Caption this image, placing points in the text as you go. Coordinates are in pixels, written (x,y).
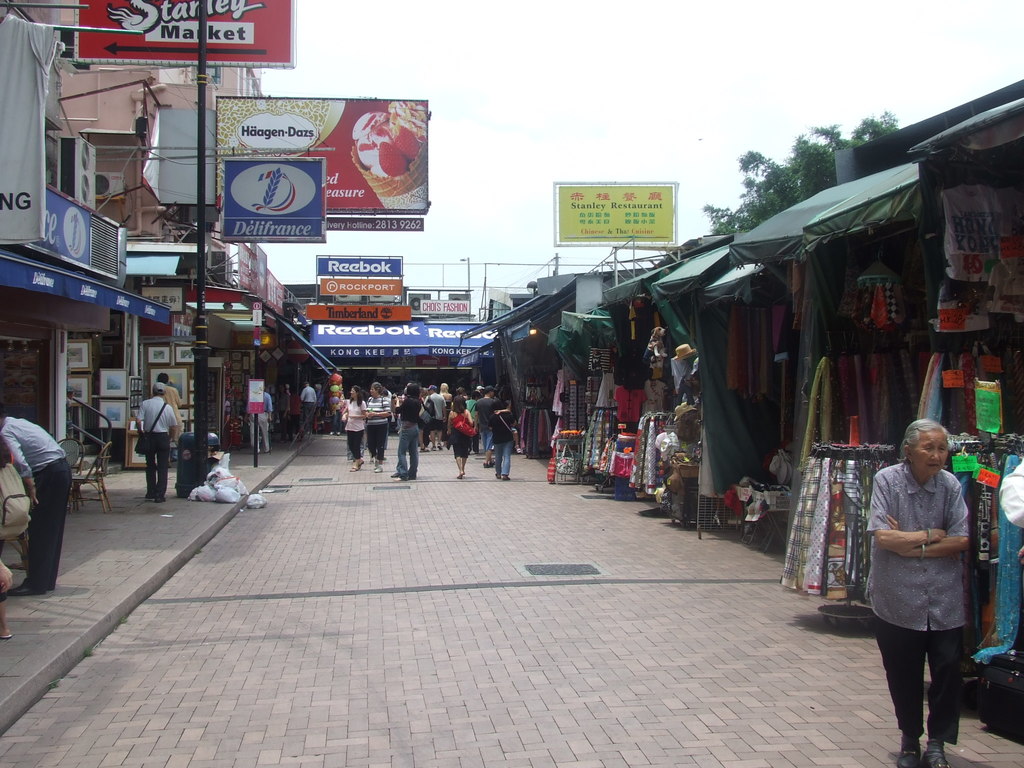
In this picture we can see the exhibition shop (664,470) on the right side of the lane (432,479). In center (493,423) we can see group of women (395,477) are walking and doing shopping from the shops (440,375). Above we can see many advertisement and name boards (240,254). On the left side (211,401) we can see photo frame shop (183,363) and a black color pole (202,455). In front bottom side we can see cobble stones (370,688).
